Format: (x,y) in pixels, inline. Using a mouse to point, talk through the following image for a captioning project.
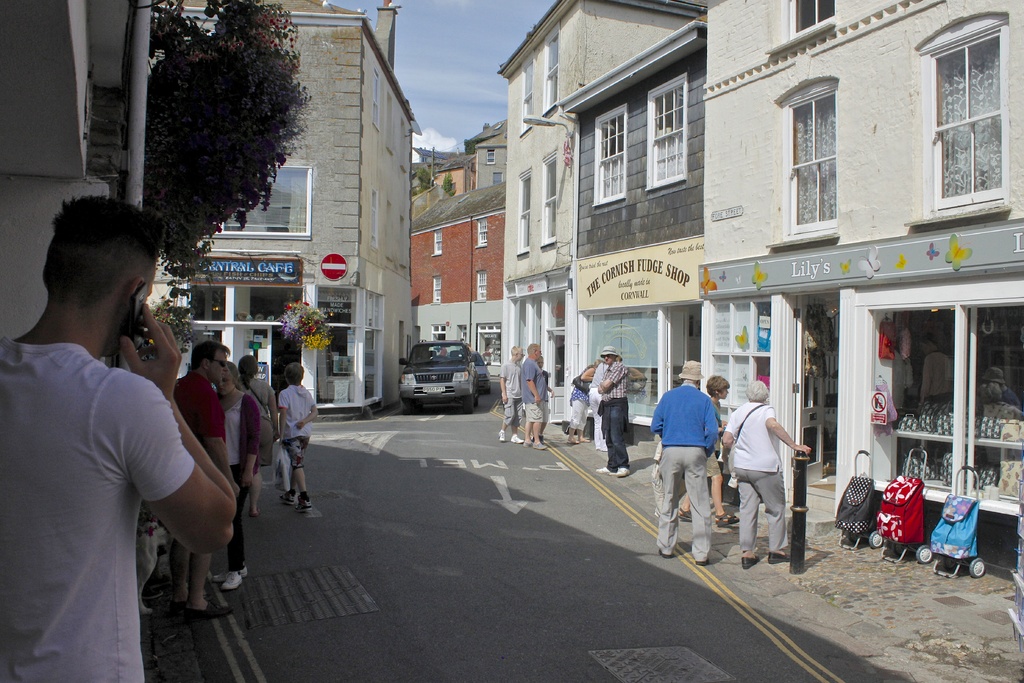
In the picture we can see a road (780,637) with some cars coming on it and on the either side of the road (556,587) we can see a path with some people (101,273) standing and some are walking and we can see some buildings (889,383) with windows (625,191) and in the background (436,182) we can see some buildings (408,227) with windows (480,230) and sky (442,84) with clouds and near to the building (168,278) we can see some plant (167,252).
